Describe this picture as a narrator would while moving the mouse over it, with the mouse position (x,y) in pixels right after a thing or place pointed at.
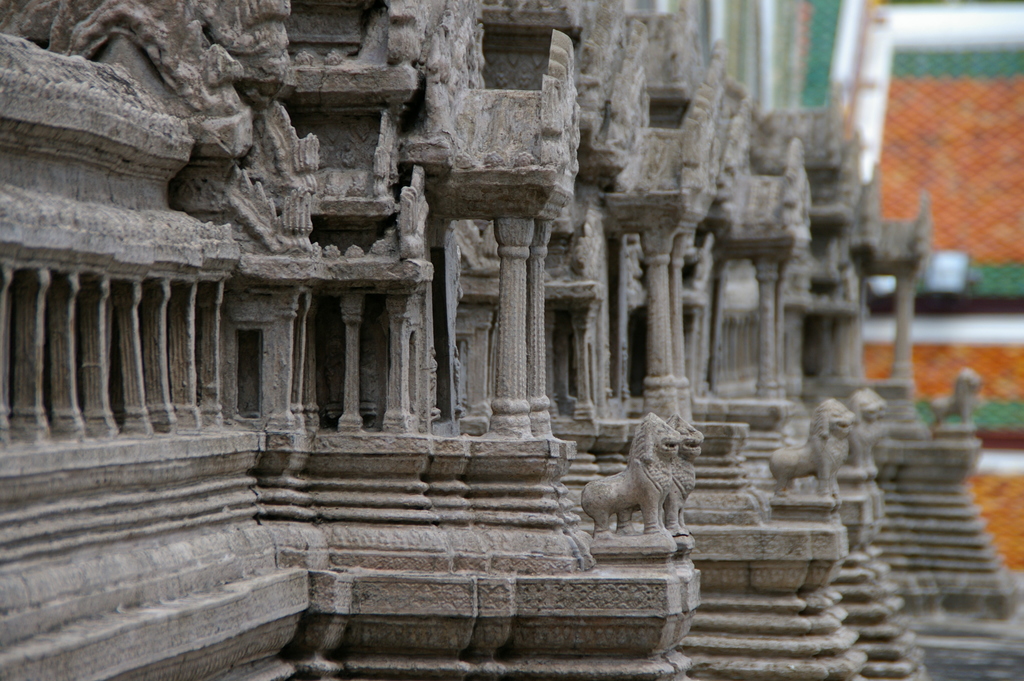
In this image I can see a building (367,481) in gray color and I can see green and orange color background (1003,146).
